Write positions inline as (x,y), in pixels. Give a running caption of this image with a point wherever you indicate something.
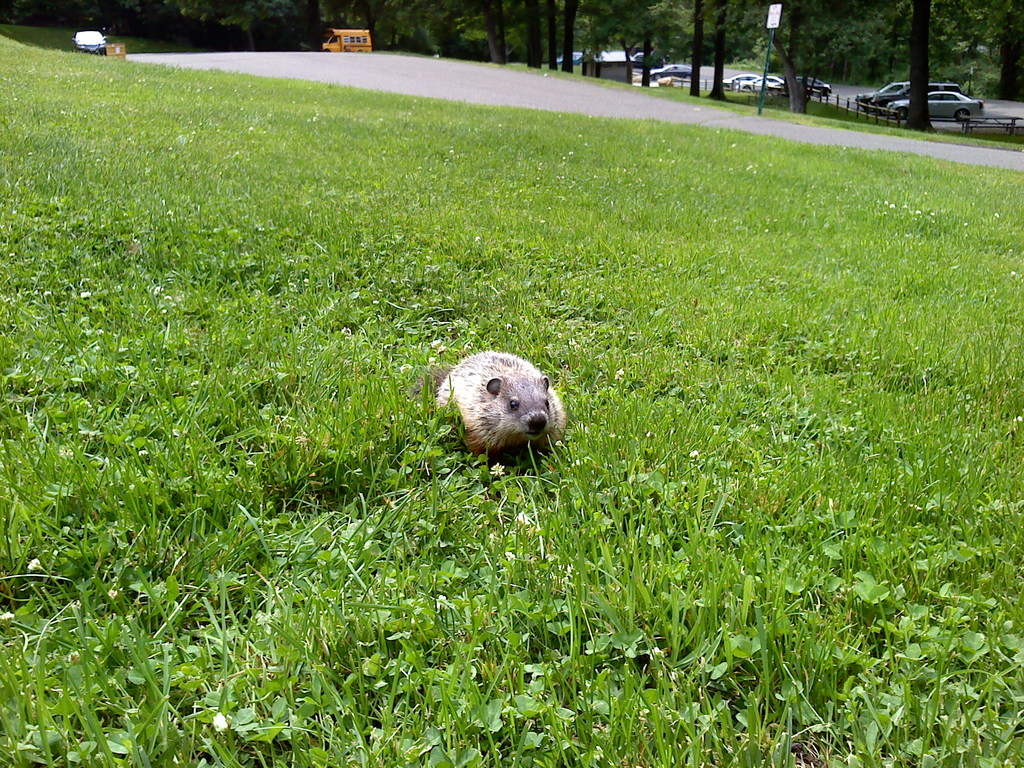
In this image I can see some grass (573,574) on the ground (257,538) and an animal (494,390) which is cream, black and brown in color on the ground (445,364). In the background (410,81) I can see the road (445,86), few vehicles (823,85) on the road (425,85), the railing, a board (774,23) to the pole (764,84) and few trees (771,63) which are green in color.
